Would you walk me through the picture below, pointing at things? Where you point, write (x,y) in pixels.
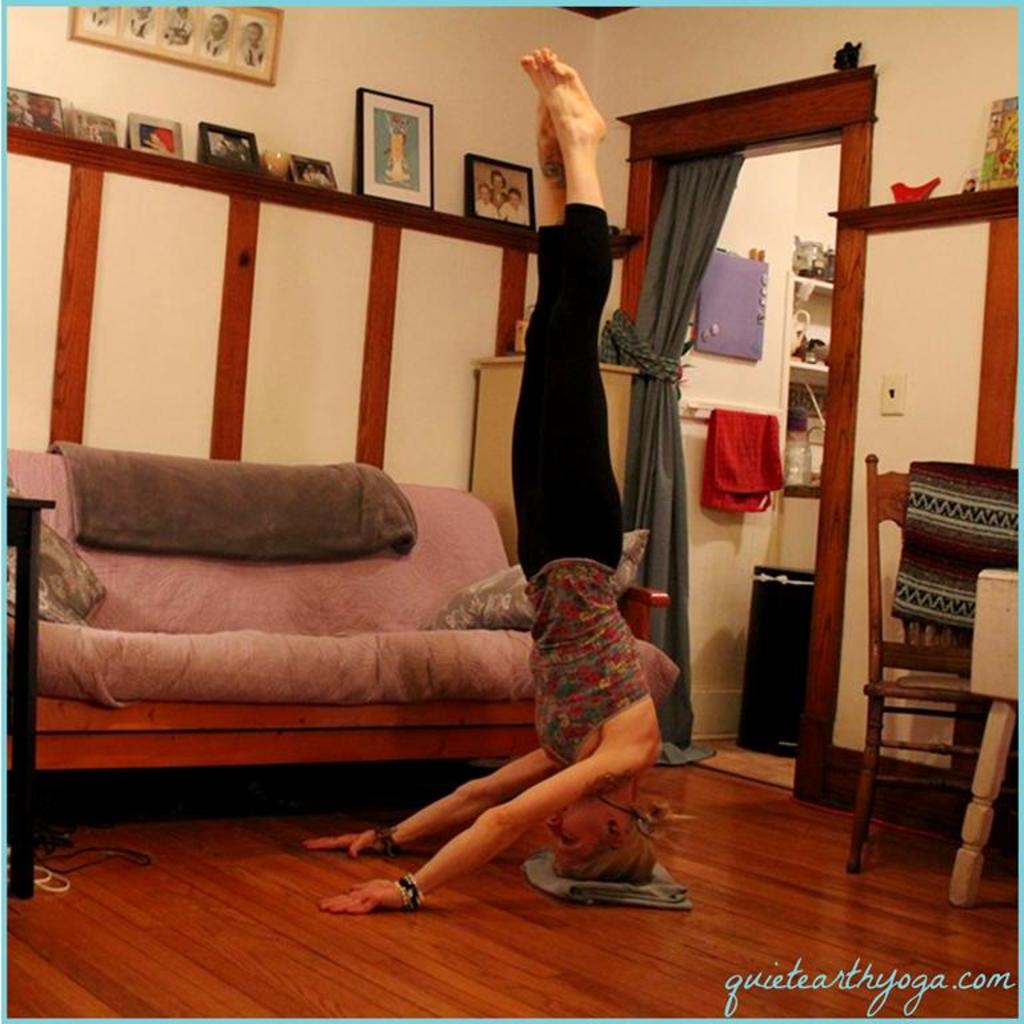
There is a sofa (276,564). In front of that sofa (508,702) there's a lady (560,453). And to the right corner (910,657) we can see a chair (969,648). And we can see a curtain (672,420). And into the another room (729,470) there is a red color towel (748,480). On the wall (349,125) there are many frames (390,146).
